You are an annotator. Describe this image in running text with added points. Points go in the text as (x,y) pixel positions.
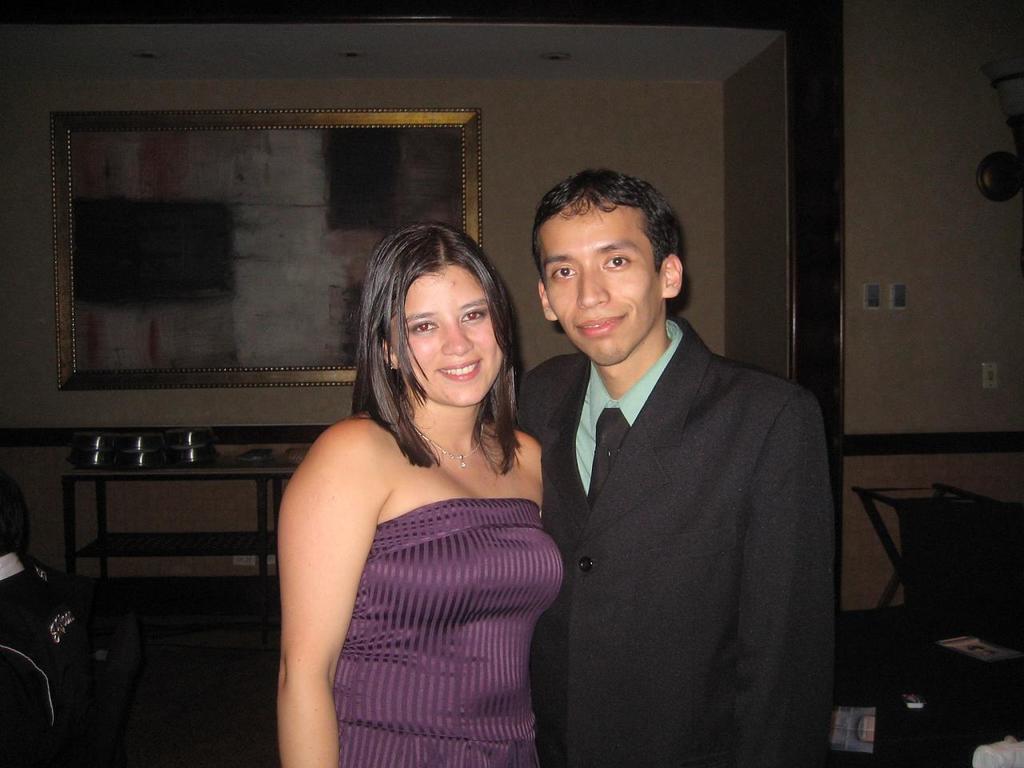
In this image, we can see a couple (733,616) standing, in the background (129,478) we can see a table (206,459) and we can see a wall (492,161).
